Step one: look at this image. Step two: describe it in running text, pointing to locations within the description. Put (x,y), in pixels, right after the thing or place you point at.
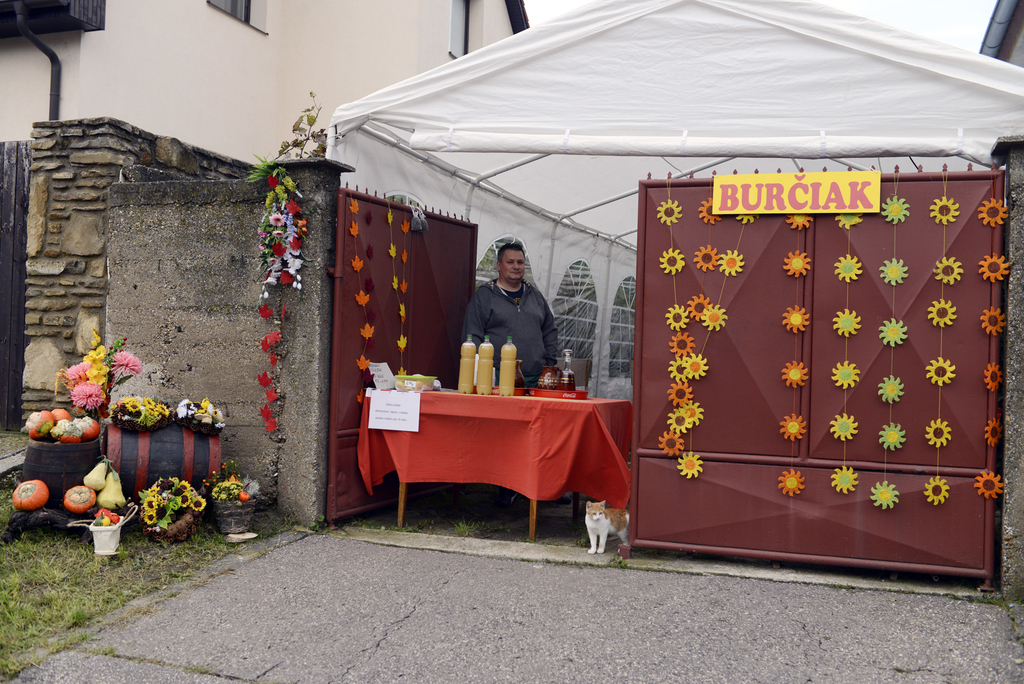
In this image I can see the ground (415,608), some grass (82,588) on the ground (54,583), few flowers (166,505), few objects (84,511) which are orange and yellow in color. I can see a tent (670,126) which is white and brown in color and in the tent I can see a table (511,411), few objects (512,372) on the table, a person (504,326) standing and a cat (615,512) which is white and brown in color. In the background (360,82) I can see a building (301,52) which is cream in color and the sky (953,33).
